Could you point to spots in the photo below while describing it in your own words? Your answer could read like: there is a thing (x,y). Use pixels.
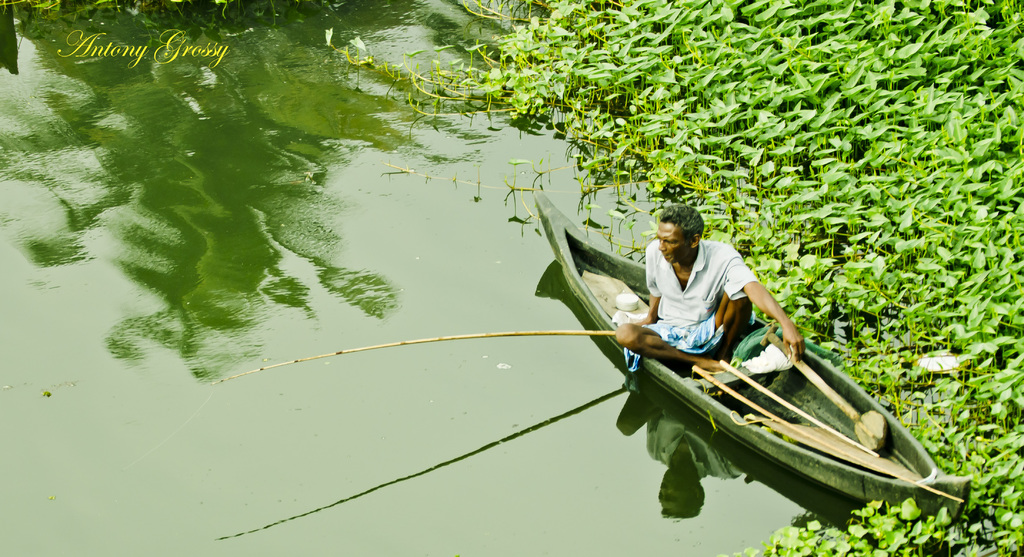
In this image I can see a lake (311,187) with plants (904,137) grown in the lake (568,214) in the top right corner (958,13) and a man (739,271) sitting in a boat (886,490) for fishing with a stick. I can see some text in the top left corner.
